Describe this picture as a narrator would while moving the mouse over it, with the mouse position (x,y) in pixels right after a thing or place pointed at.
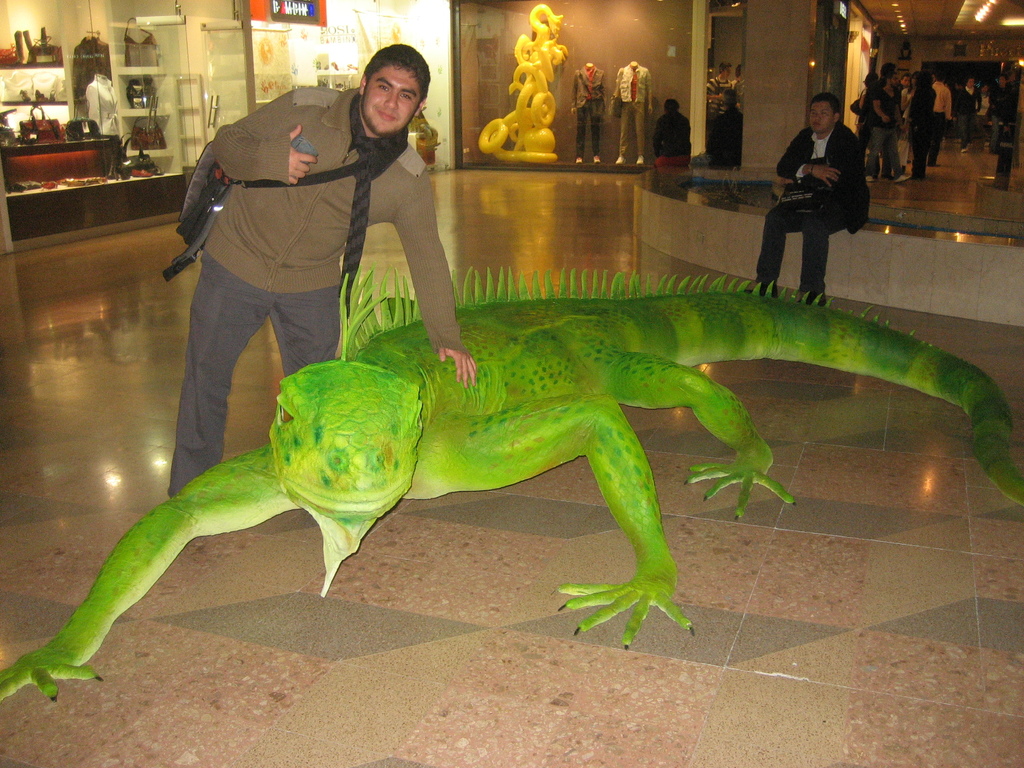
In this image I can see the statue (492,405) of reptile (407,419) which is in green color. To the side I can see one person (326,200) wearing the blue and brown color. In the back (658,135) I can see the group of people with different color dresses (718,107). To the left (146,76) I can see the shops (708,96) and I can see some mannequins (577,81) with dresses (599,104). I can also see the lights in the top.
